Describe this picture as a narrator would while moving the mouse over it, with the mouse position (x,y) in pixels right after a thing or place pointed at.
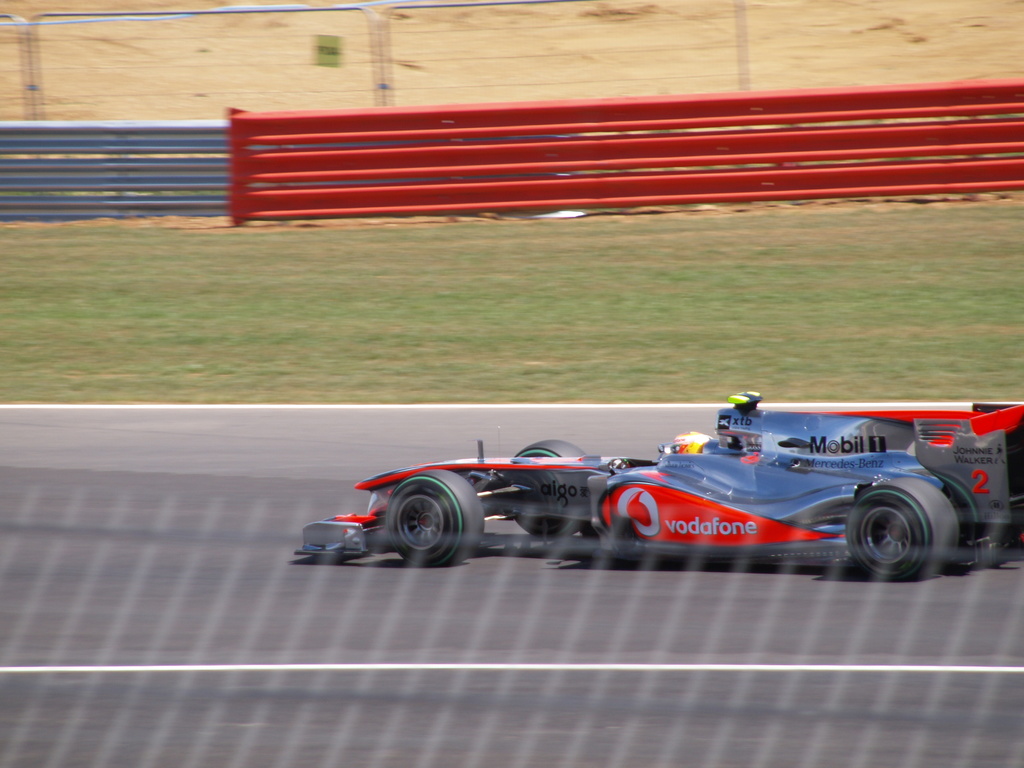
In this image there is a sports car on the road (954,596), beside that there is a ground (670,337) with grass (548,337) and fence (2,208).
